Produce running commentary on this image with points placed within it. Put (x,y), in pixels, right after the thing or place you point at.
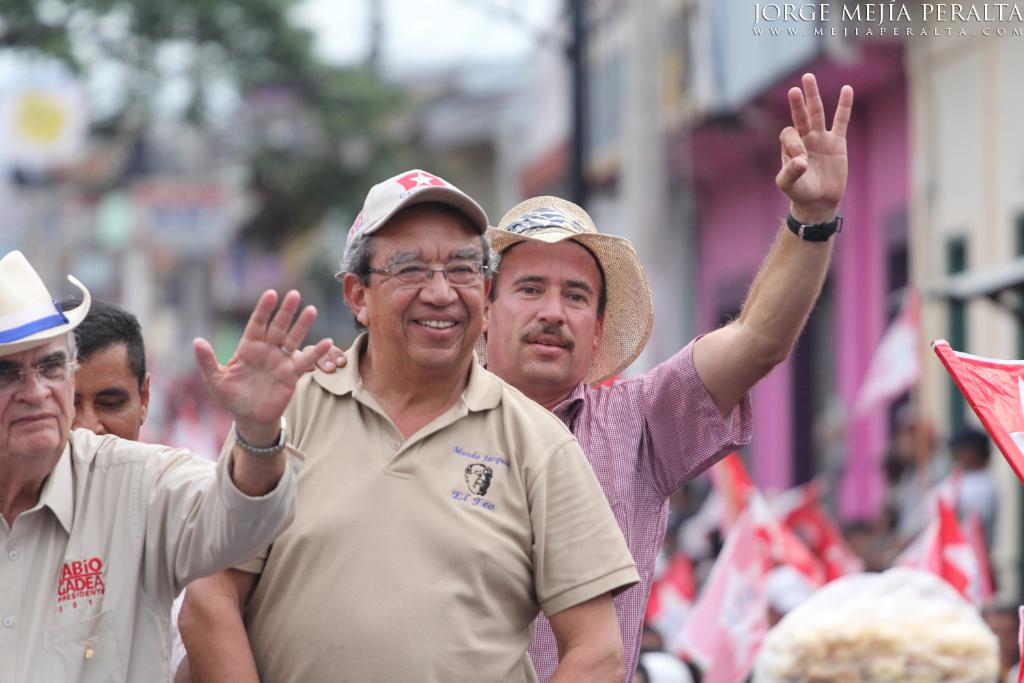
In this image I can see four persons (302,493). Two of them are wearing hats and watches (813,225). One person (445,180) is wearing a cap (461,203). I can see few flags (945,515). The background (857,400) is blurry. At the top right hand corner (818,7) I can see some text (1018,33).
